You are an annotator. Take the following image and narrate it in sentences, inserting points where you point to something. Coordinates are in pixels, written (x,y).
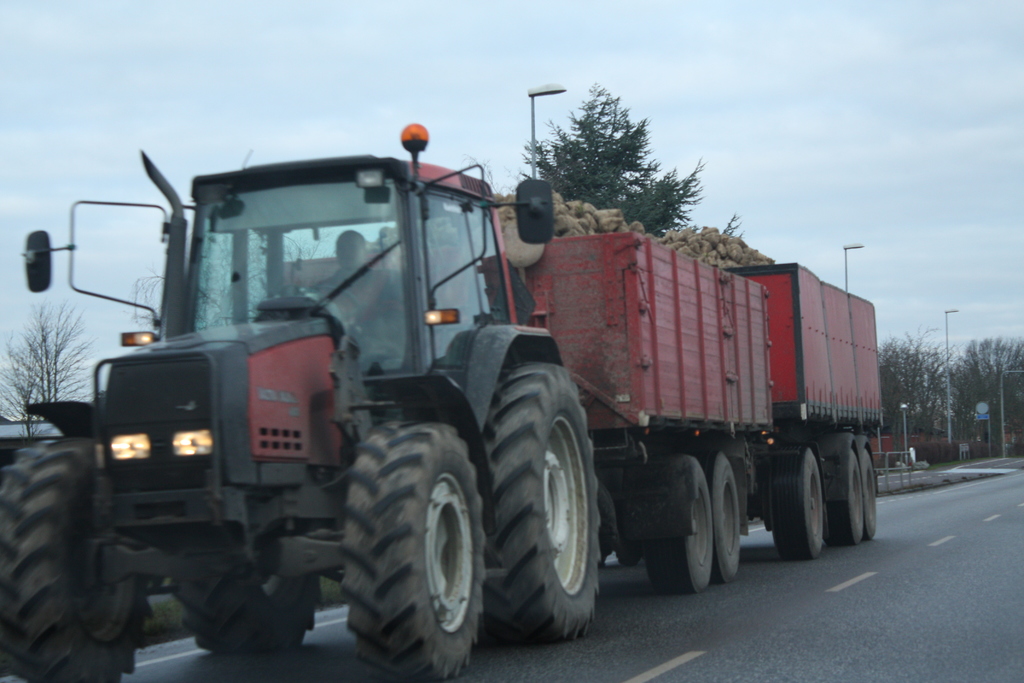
Here we can see a person (369,275) riding vehicle (450,382) on the road (756,562) and in the container (705,294) we can see some items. In the background (584,187) we can see trees (917,426), street lights (948,420), sign board poles (980,417) and clouds (71,44) in the sky (393,18).
